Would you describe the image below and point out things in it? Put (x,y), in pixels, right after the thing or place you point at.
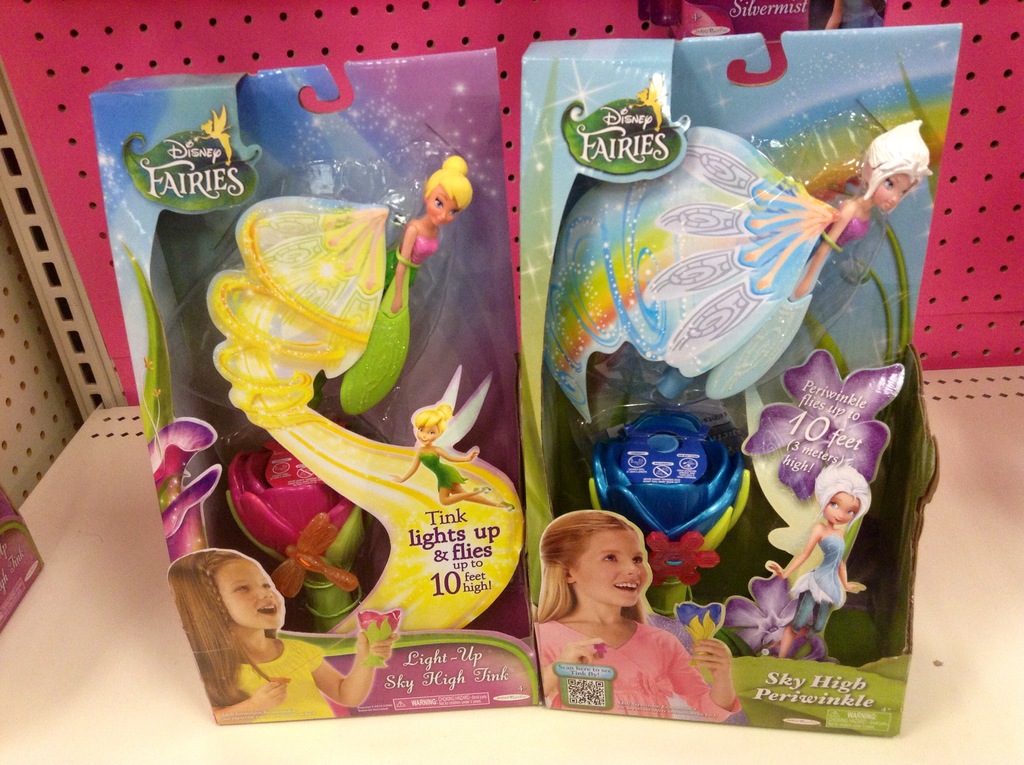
In this picture I can see boxes (836,132) on the rack (636,21).
